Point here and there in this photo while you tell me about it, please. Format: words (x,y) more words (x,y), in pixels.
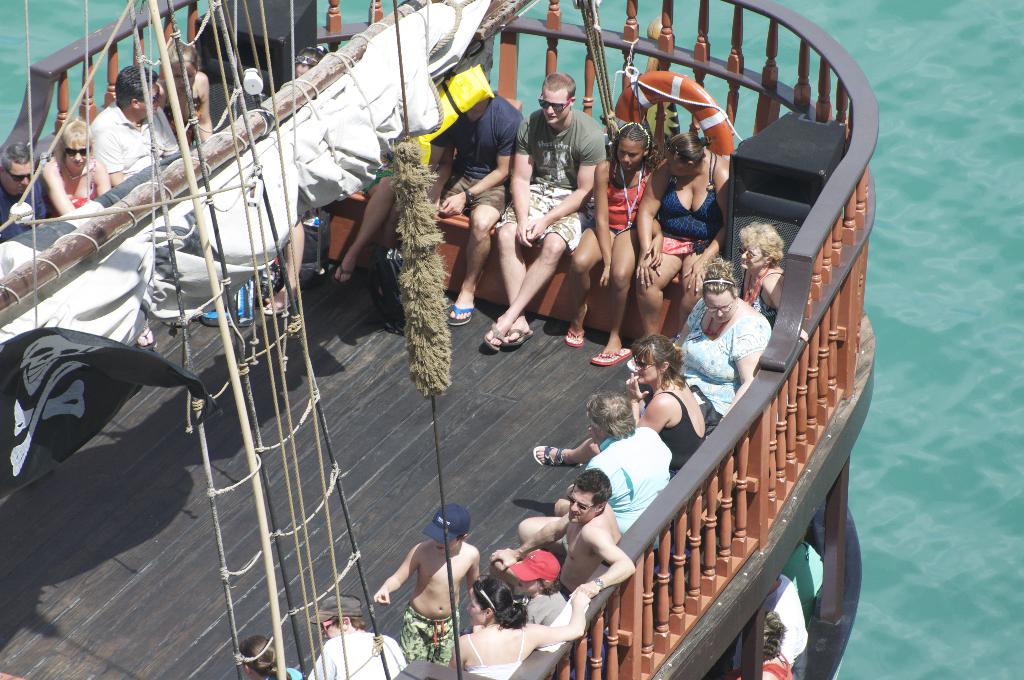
In this picture there are few persons (529,216) sitting and one kid (435,611) is standing in the boat (546,500) which is on the water (900,365).
